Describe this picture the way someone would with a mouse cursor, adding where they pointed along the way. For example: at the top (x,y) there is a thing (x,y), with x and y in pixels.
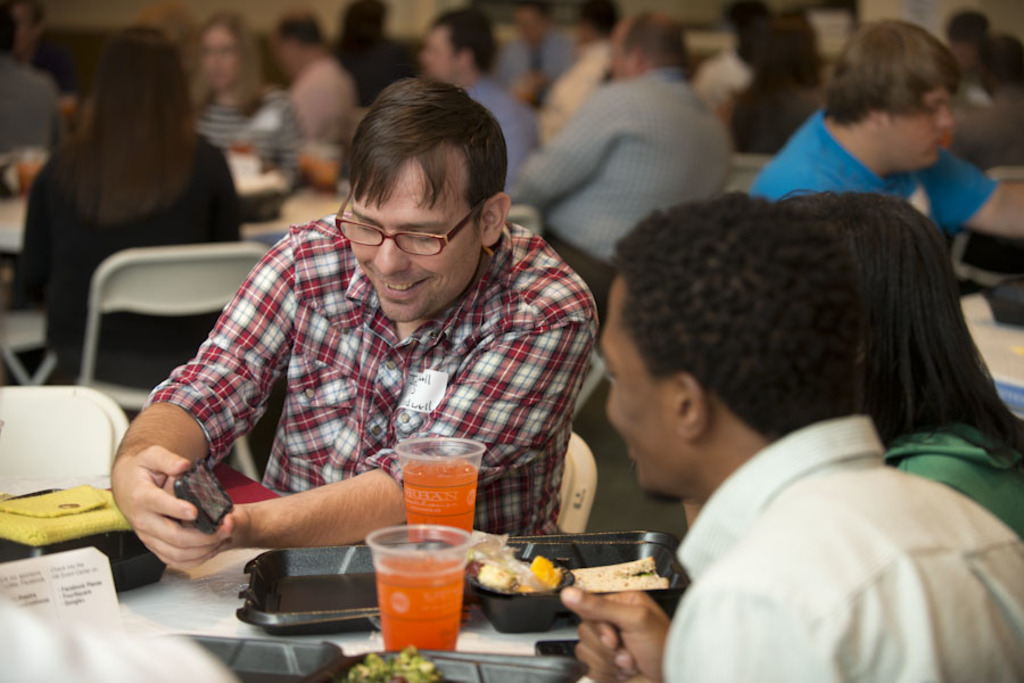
It is a food court (830,55) and there are many people (310,117) sitting around the table (330,635) and having the food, in the front there are three people (323,310) sitting in front of a table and there are two men (792,328) and a woman (876,348), the first man (307,278) is showing some video (204,481) in the mobile (208,522).
